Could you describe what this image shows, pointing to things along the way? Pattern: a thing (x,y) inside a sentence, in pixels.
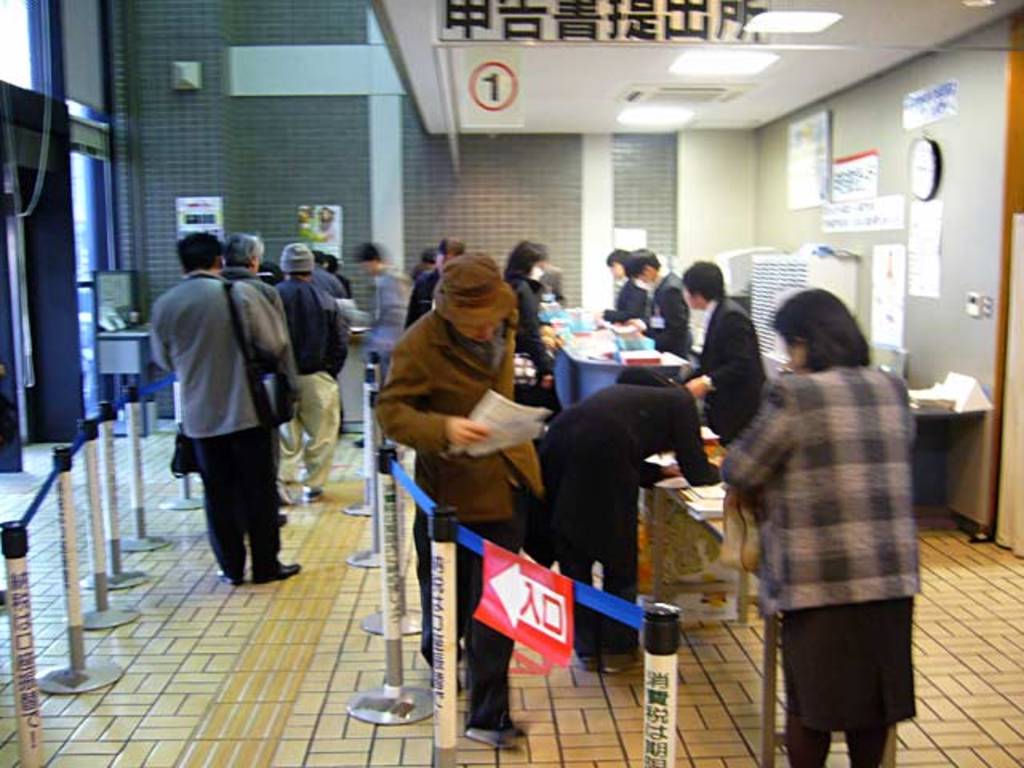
Here in this picture we can see number of people (524,351) standing on the floor (343,448) over there and we can also see some posters (826,231) and clock (924,174) on the wall (881,171) and we can see some people (699,297) standing near the counter (643,345) with table (625,350) in front of them having some things (621,350) present on it over there and we can also see queue manager (103,448) present on the floor (327,687) over there and on the roof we can see lights (676,119) present over there.
